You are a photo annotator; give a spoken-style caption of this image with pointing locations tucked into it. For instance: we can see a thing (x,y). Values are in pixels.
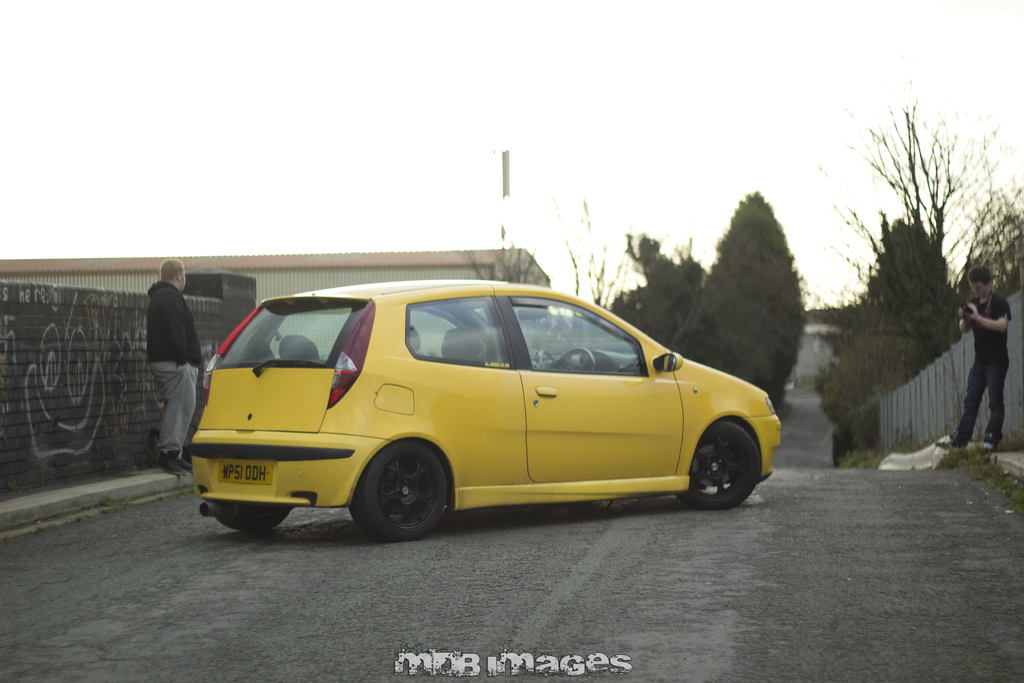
In the center of the image (522,359), we can see a car (495,484) on the road (640,556) and in the background (750,280), there are trees (851,330) and we can see a shed (472,275), some people (182,285) and one of them is holding an object (967,316) and there is a wall (118,349). At the bottom (538,656), there is some text (581,667) and at the top (502,30), there is sky (434,60).
